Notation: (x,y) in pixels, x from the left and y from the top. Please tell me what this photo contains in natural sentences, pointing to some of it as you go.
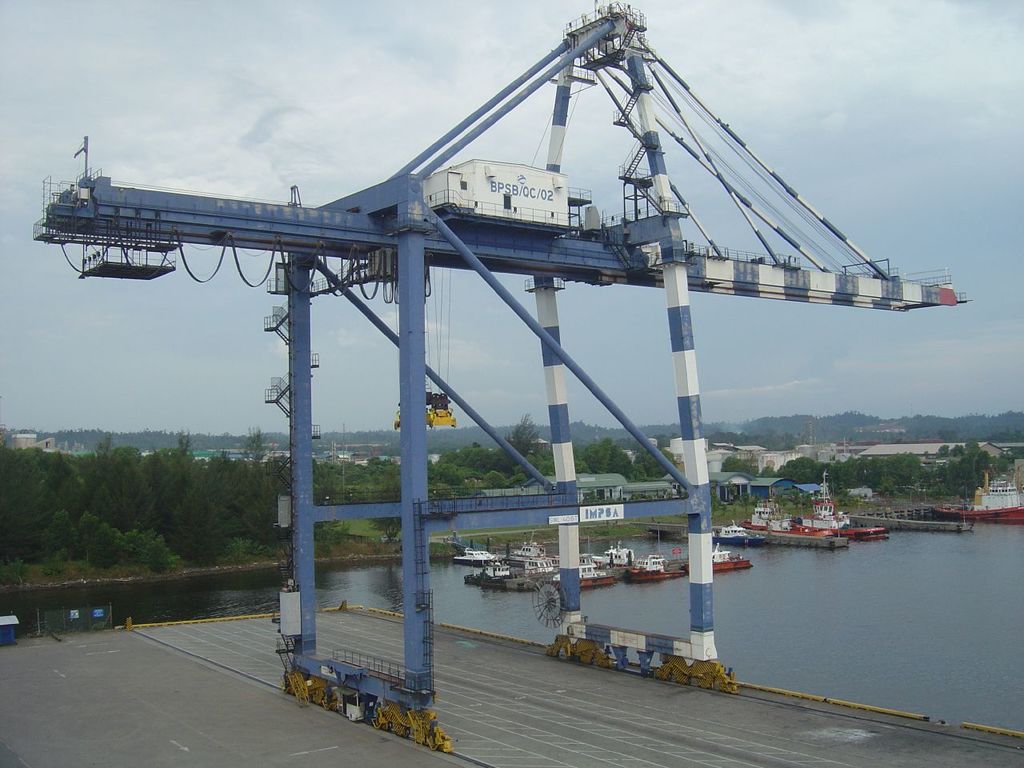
In this picture, we can see crane (627,246) with some poles (401,231), wires (707,158), and some objects (644,142) attached to it, we can see the road (684,715), water (918,588), boats (498,584), ground (736,506) with trees (383,493), buildings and the sky (894,234) with clouds (737,170).
